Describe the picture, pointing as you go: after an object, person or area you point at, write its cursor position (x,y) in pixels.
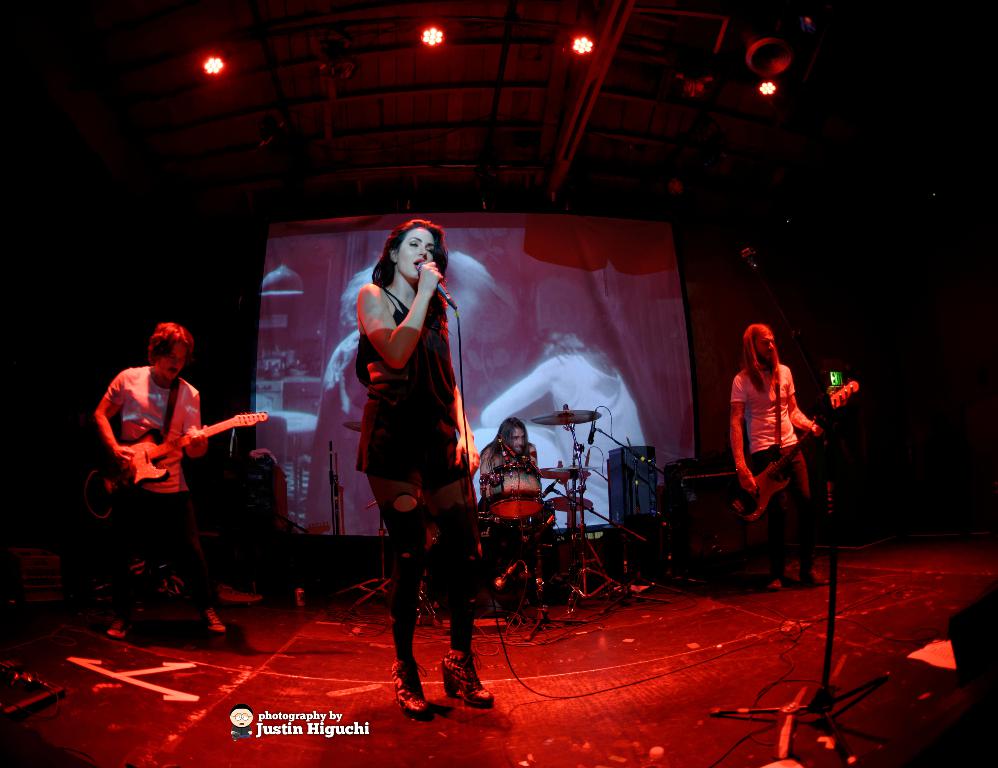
In this picture there are people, among them there are two men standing and holding guitars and there is a woman (377,453) holding a microphone (444,296) and singing. We can see musical instrument (511,519), devices (621,460), microphone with stand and cables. In the background of the image (562,232) it is dark and we can see screen (601,375). At the top of the image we can see lights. At the bottom of the image (267,723) we can see logo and text (290,721).
